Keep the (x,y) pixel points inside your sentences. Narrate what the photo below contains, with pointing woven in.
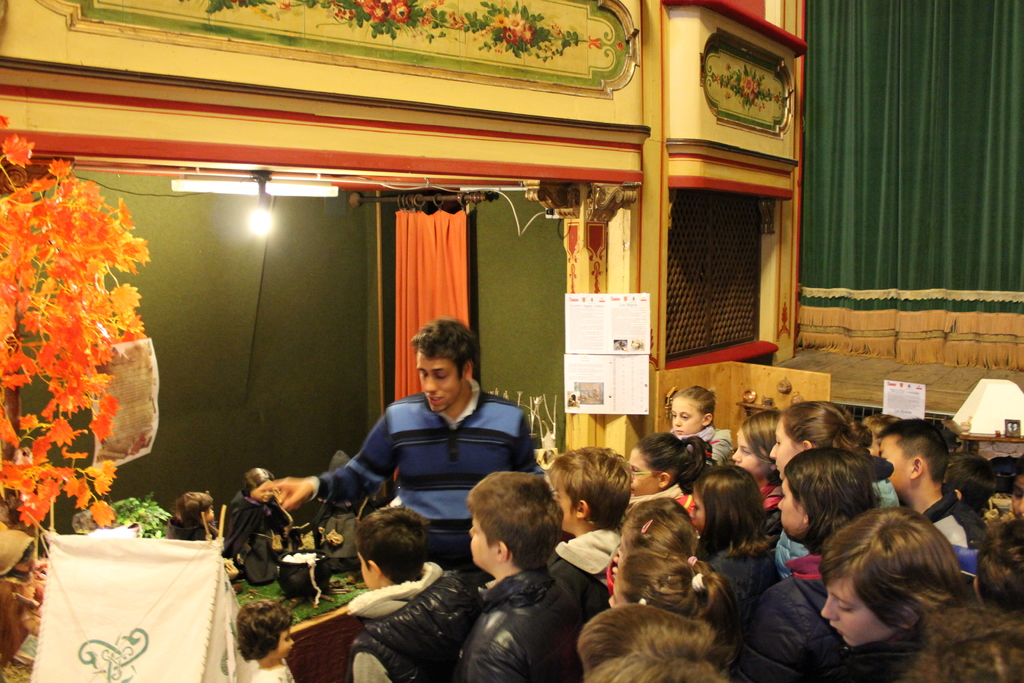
In this picture we can see a group of people (979,469) where a man (427,334) standing, curtains (426,284), lights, flowers (66,367), posters (110,398) and some objects (463,200).
